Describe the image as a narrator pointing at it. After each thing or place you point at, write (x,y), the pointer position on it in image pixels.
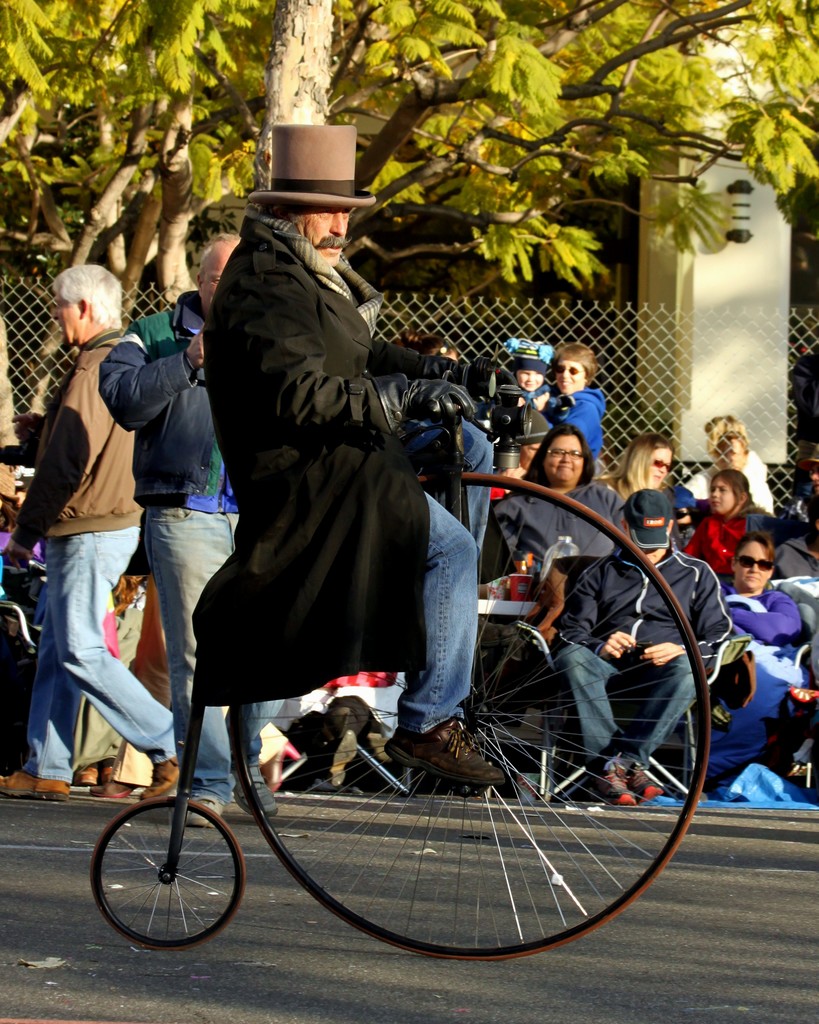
Here is a man (296,553) sitting and riding the retro bicycle (603,677), which has a big front wheel (530,809) and a small back wheel (197,940). At background (568,451) there are group of people (700,503) sitting and few (560,421) are standing. This is a fencing wire (717,368) and this is a tree (539,98). This looks like a pillar (762,267) with a lamp (741,239) attached to the pillar (679,261).
